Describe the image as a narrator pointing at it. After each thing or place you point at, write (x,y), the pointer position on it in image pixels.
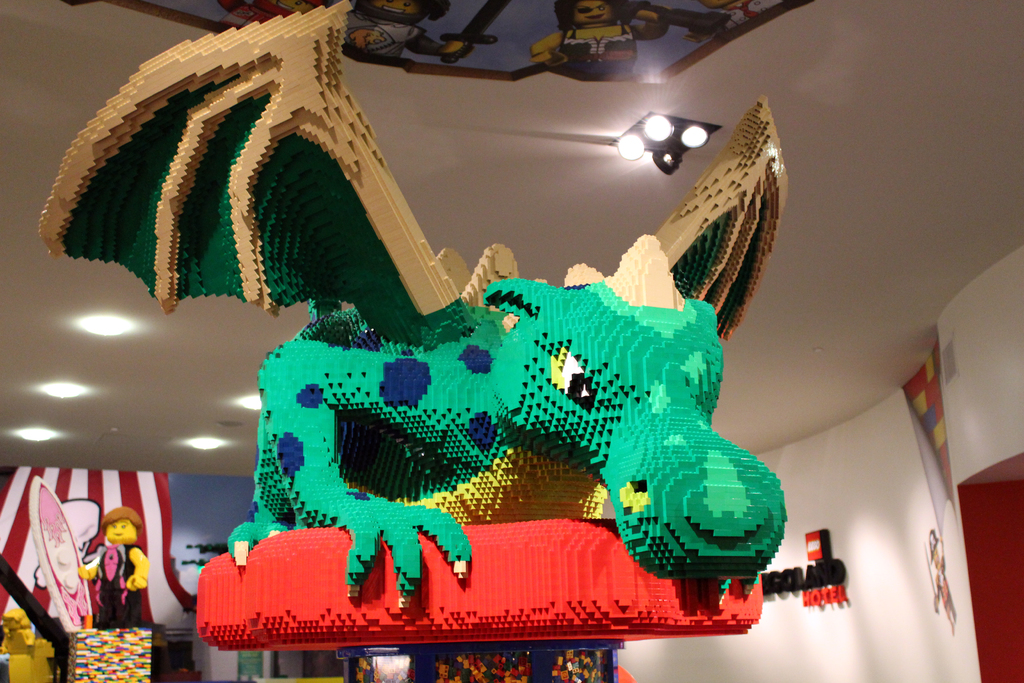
In the picture I can see a green color dragon toy (510,418) on a red color object (575,561) and there are few other objects (121,539) in the background (267,653) and there are few lights (630,150) attached to the roof (545,147) above it.
